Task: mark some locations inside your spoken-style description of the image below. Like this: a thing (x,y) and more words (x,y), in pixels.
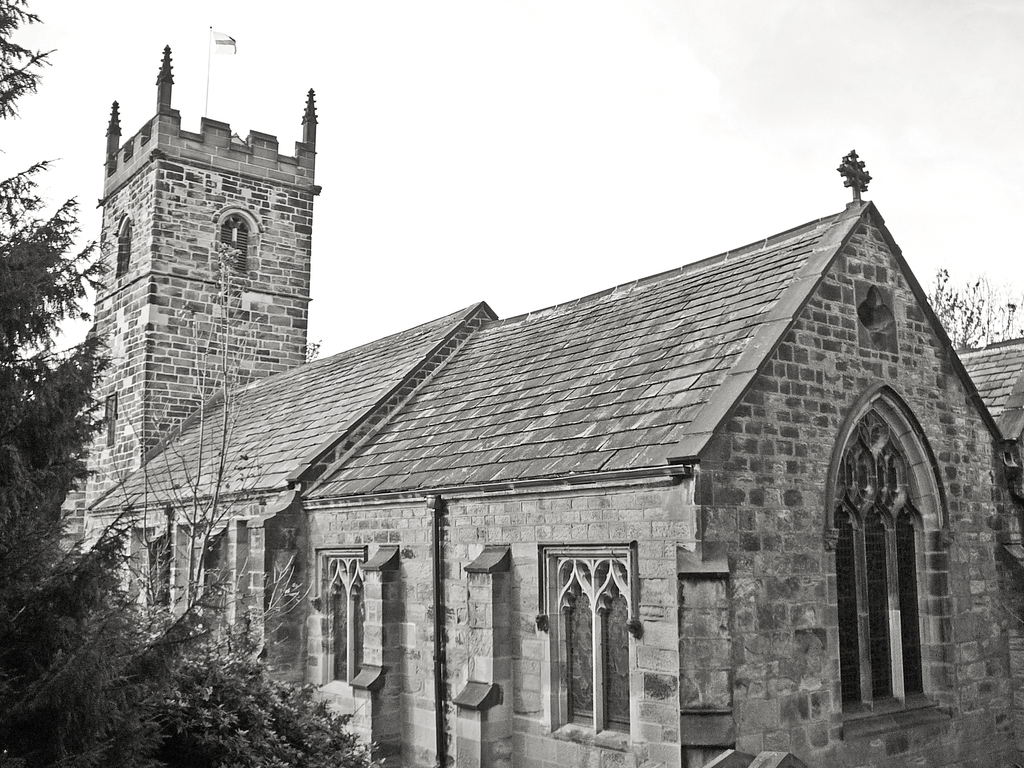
This image consists of a building (348,465). The walls (819,378) are made up of stones (731,587). In the front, there are three windows (341,688). To the left (158,633), there are plants (272,759) and trees (5,290). At the top (205,85), there is a flag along with the sky (405,78).
